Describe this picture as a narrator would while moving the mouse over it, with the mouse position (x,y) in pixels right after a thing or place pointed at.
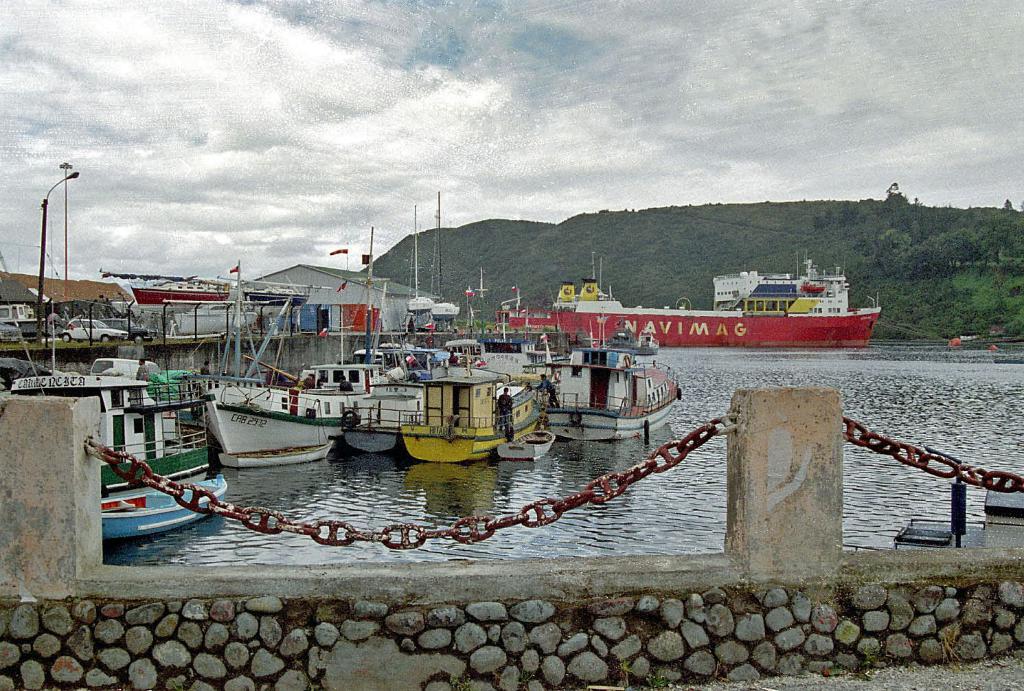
This image consists of boats (462,356) in the middle (498,415). There are some persons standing on boats (533,439). There is water (890,463) in the middle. There are mountains (649,238) in the middle (566,238). There is sky (456,211) at the top (775,169).
